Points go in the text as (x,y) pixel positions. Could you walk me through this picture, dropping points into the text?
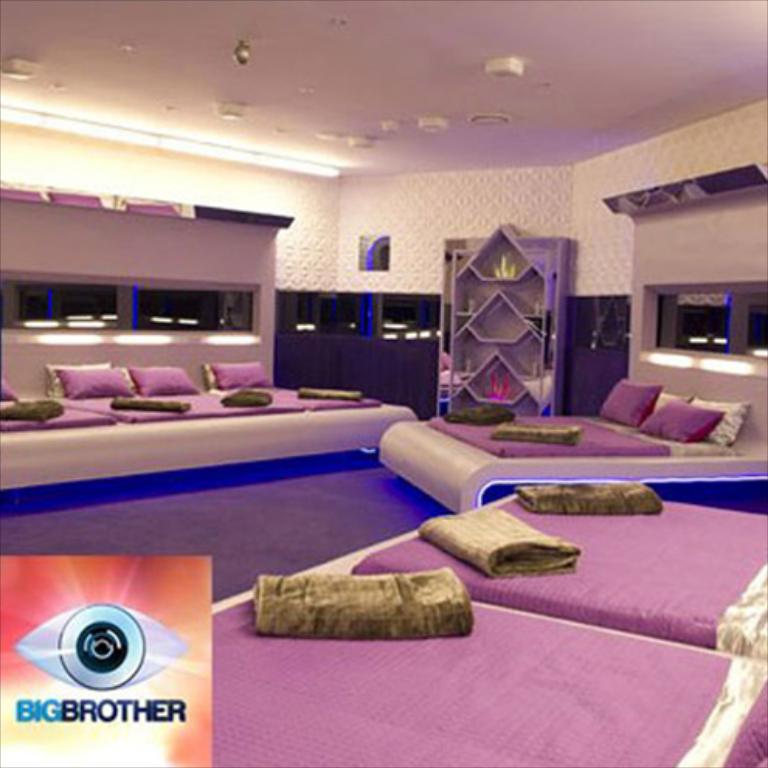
This is the picture of a room (428,353). In this image there are blankets (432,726) on the beds (633,595). At the back (502,404) there is a cupboard (556,332). At the top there are lights (329,176). At the bottom left (119,691) there is a text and there is a picture (174,725) of an eye (98,688).
